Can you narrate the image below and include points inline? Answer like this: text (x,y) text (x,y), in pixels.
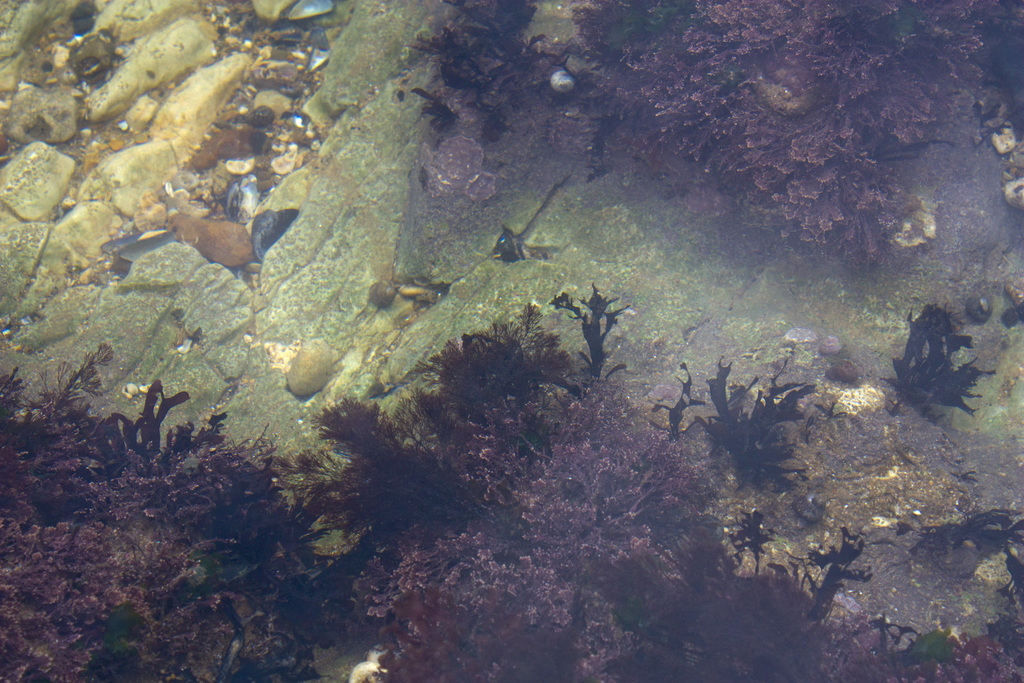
In this picture we can see plants (452,533), stones (173,176) on the rock surface (342,323) under the water (412,362).
